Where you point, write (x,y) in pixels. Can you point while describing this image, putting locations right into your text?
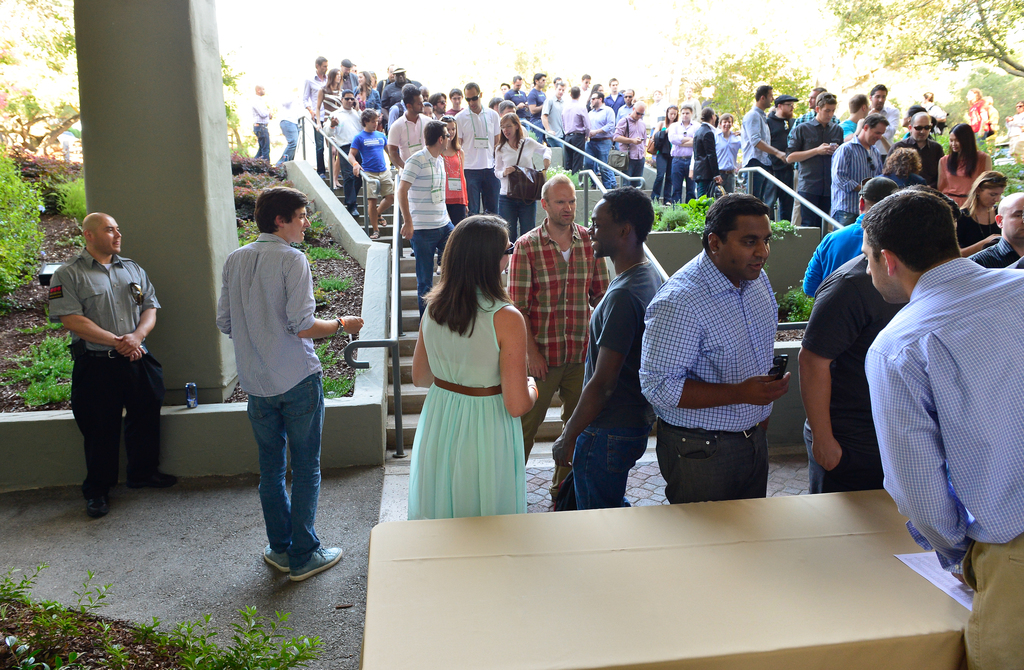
This is the picture taken in the outdoor, there are group of people (542,243) standing on the floor (215,506). In front of the people (539,350) there is a table (905,582) on the table (816,561) there is a paper (906,563).
